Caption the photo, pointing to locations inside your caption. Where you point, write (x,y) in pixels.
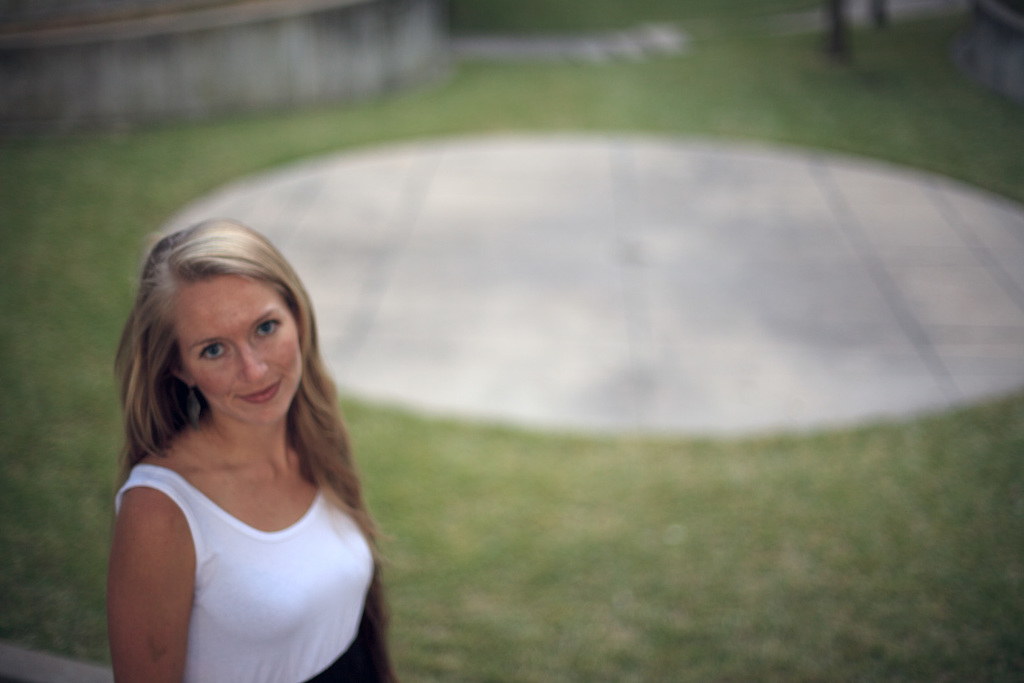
In front of the picture, we see a woman (294,556) in the white T-shirt (279,576) is standing. She is smiling and she is posing for the photo. At the bottom (633,584), we see the grass (733,543). In the middle (668,392), it is white in color. In the background (673,91), we see the grass (673,91) and a wall (411,38). This picture is blurred in the background (654,312).
